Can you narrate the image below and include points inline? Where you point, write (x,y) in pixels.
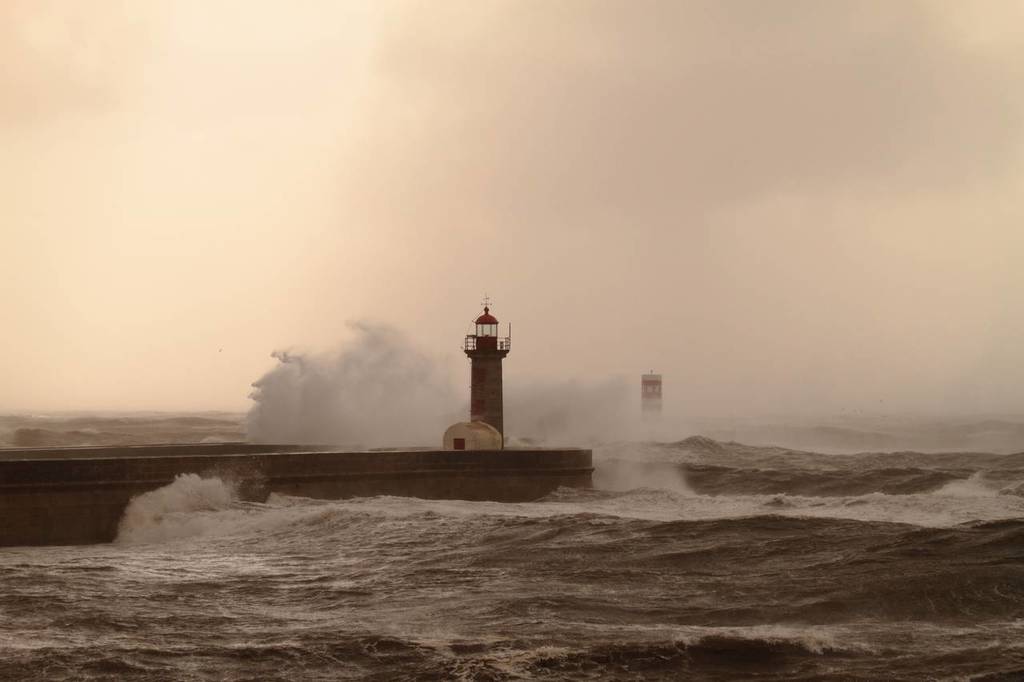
In the foreground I can see a light tower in the ocean (586,528). On the top (334,151) I can see the sky (603,201) and mist (810,339). This image is taken in the ocean (395,566).
